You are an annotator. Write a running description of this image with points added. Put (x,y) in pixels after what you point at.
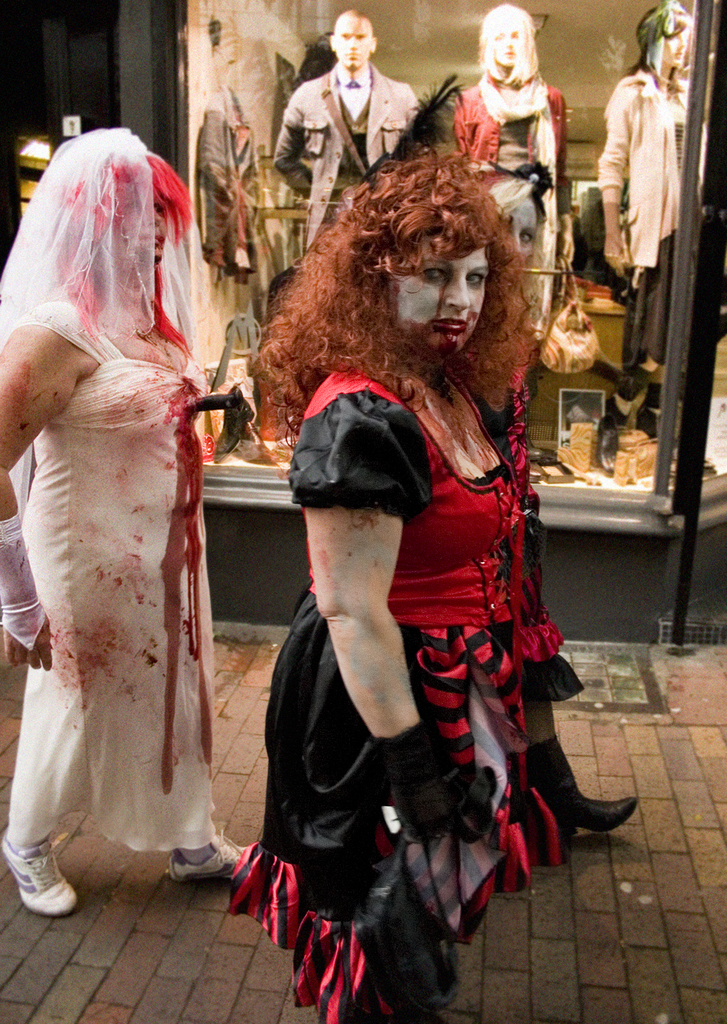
In the foreground (447,152) I can see three persons (361,901). In the background (489,119) I can see three mannequins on the floor (614,476) and photo frames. This image is taken on the road (46,930) during night.
